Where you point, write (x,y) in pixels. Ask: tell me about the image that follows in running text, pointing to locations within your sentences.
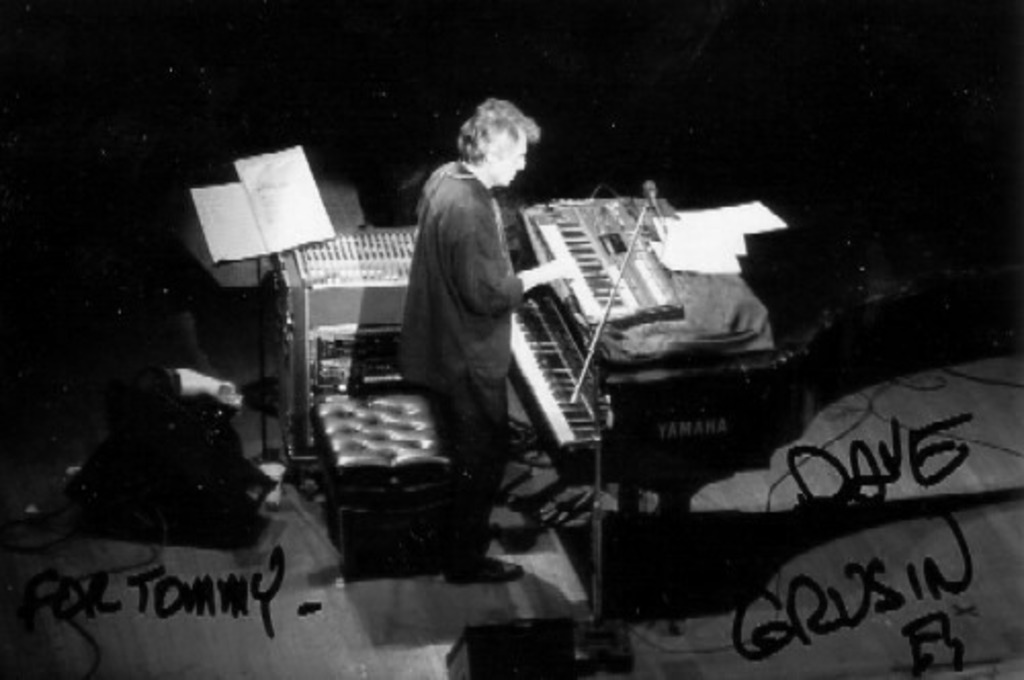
This is a black and white image and here we can see a person (465,322). In the background (415,225), there are papers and we can see musical instruments (612,388) and there is some text (185,596).
